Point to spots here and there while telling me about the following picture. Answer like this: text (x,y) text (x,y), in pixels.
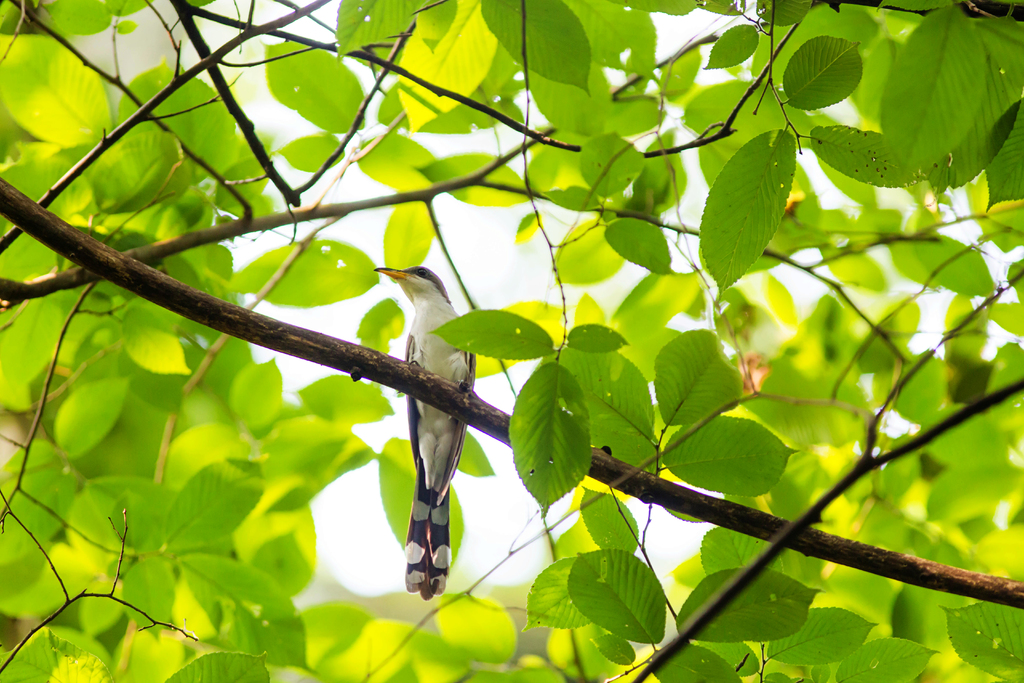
This is a bird (447,309) standing on the branch (397,384). These are the leaves (743,417). I think this is the tree (620,238).
